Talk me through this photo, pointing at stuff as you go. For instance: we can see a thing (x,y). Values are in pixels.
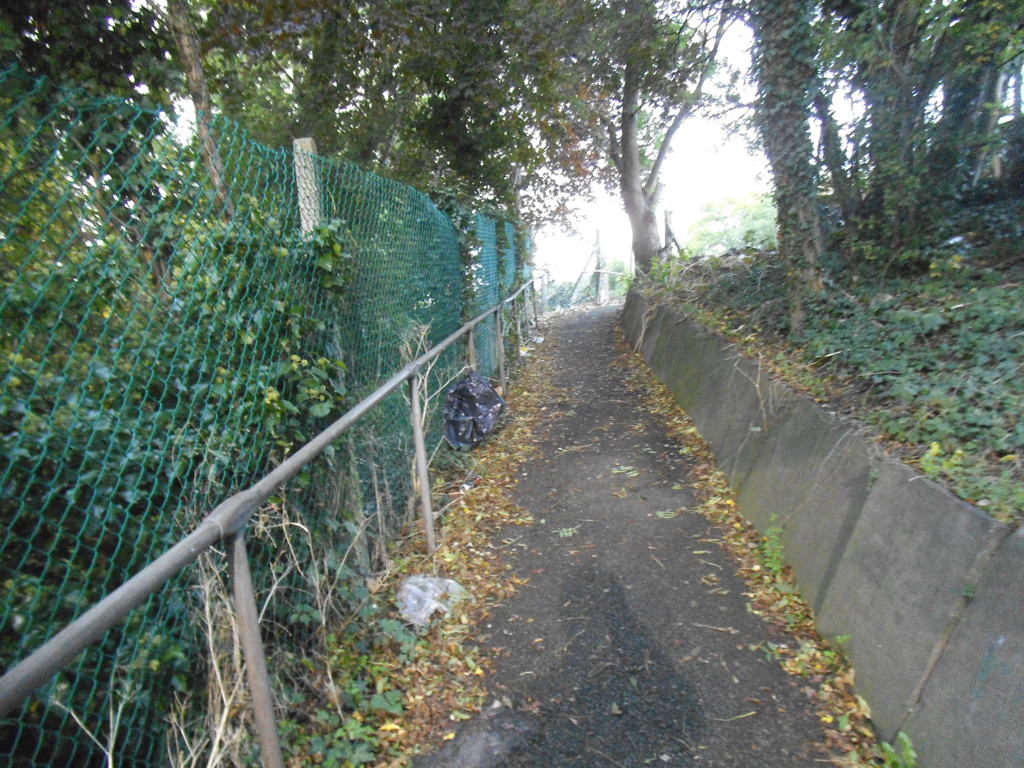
In this image I can see a road (616,375) in the center (593,380) and both side of it I can see number of trees (44,33) and grass (761,339). On the left side of this image (325,323) I can see fencing (315,232).
